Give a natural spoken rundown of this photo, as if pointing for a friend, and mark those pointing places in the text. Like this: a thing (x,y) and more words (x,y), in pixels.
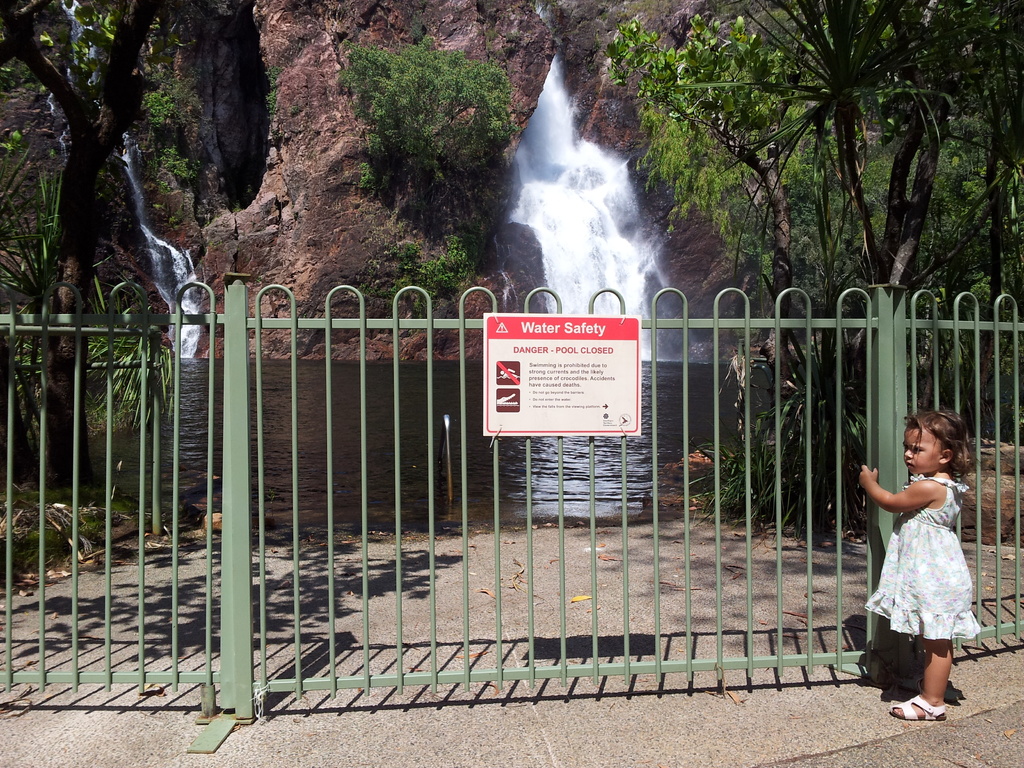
In this picture we can see a kid (950,554) is standing in the front (945,526), there is a fencing (395,355) and a board (611,390) in the middle (590,359), we can see some text (560,358) on this board (557,370), in the background (585,230) there are some trees (961,104) and waterfall (521,174).
